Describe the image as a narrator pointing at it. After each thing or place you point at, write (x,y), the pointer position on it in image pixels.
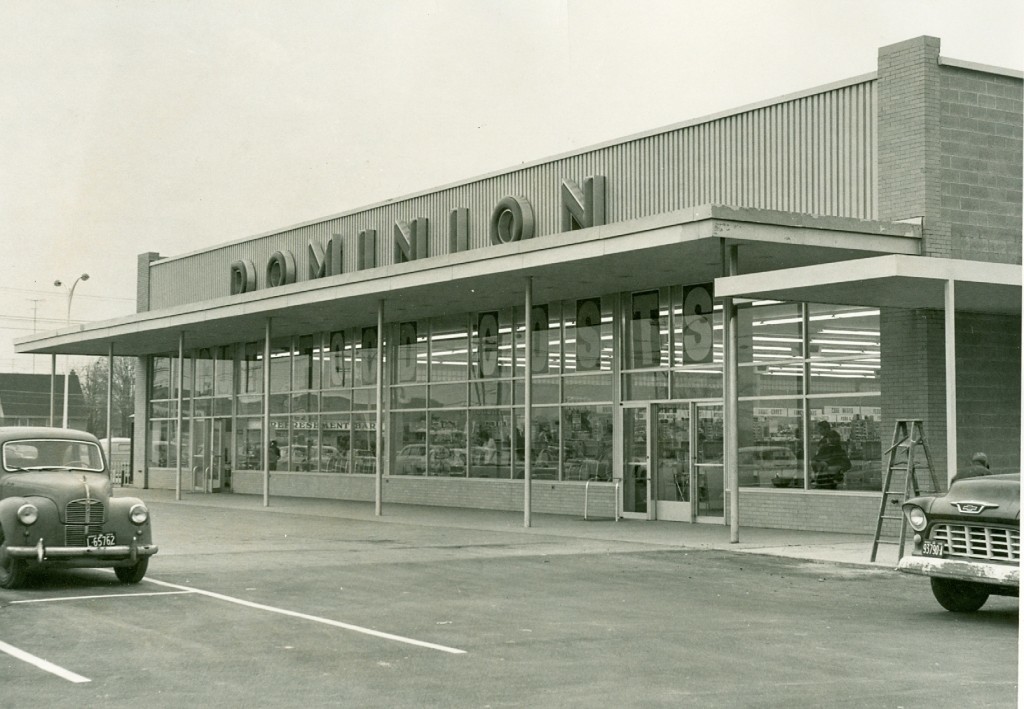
In this image we can see one building (574,331) with poles (55,359), one house (61,386), some text (254,270) on the building (399,316), some trees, two cars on the road (886,619), two lights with pole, one man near the car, one ladder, some objects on the ground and at the top (176,218) there is the sky (40,297). In the building glass (153,406) we can see some objects (342,438) and two persons (827,460).
